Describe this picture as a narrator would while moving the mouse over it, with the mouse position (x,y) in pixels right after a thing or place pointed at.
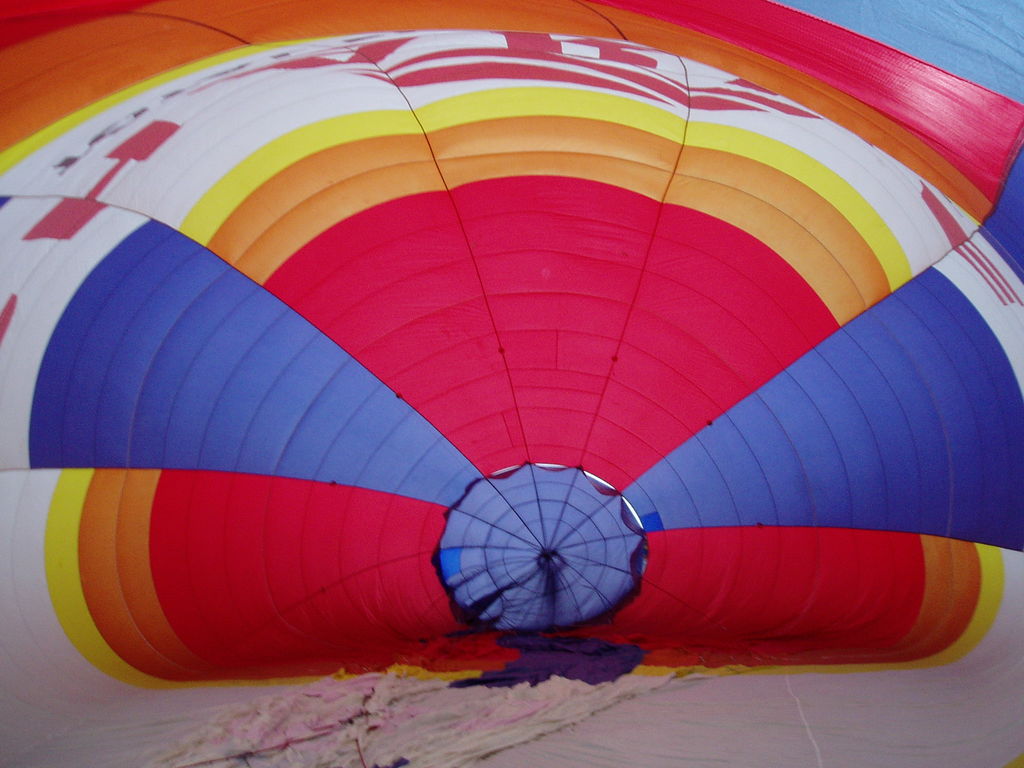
We can see colorful air balloon (1016,315).
